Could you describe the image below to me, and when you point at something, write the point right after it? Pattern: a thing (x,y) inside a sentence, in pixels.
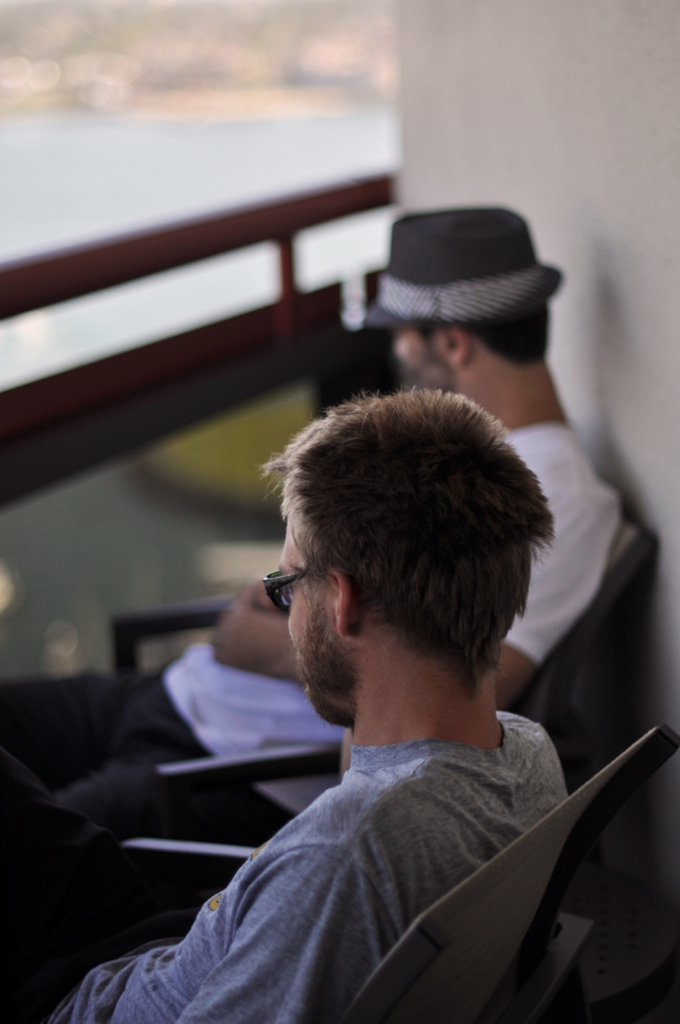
In this image, we can see people (367,587) sitting on the chairs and one of them is wearing glasses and the other is wearing a hat (444,301) and in the background (462,176), we can see a wall (555,177) and there is a railing (284,322).
